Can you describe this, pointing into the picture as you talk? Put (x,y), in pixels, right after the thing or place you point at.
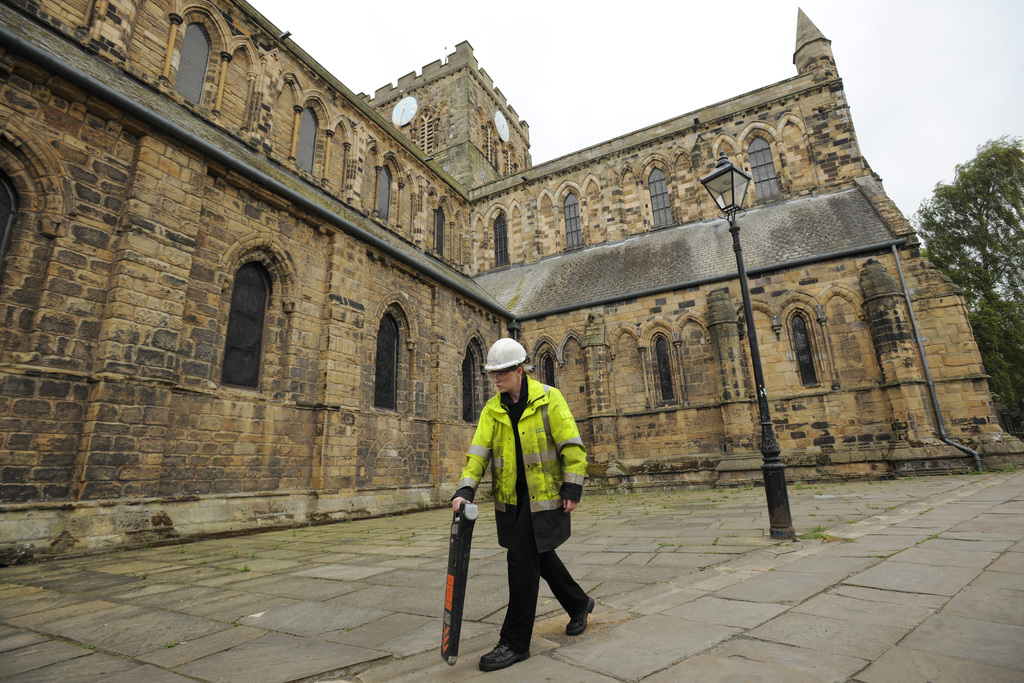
In this picture there is a man (547,552) in the center of the image (511,357), by holding a rod (474,503) in his hand (456,500), there is a lamp (723,201) on the right side of the image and there is a building (695,236) in the background area of the image (625,193) and there is a clock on the top of the building (473,114), there is a tree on the right side of the image (932,243).
